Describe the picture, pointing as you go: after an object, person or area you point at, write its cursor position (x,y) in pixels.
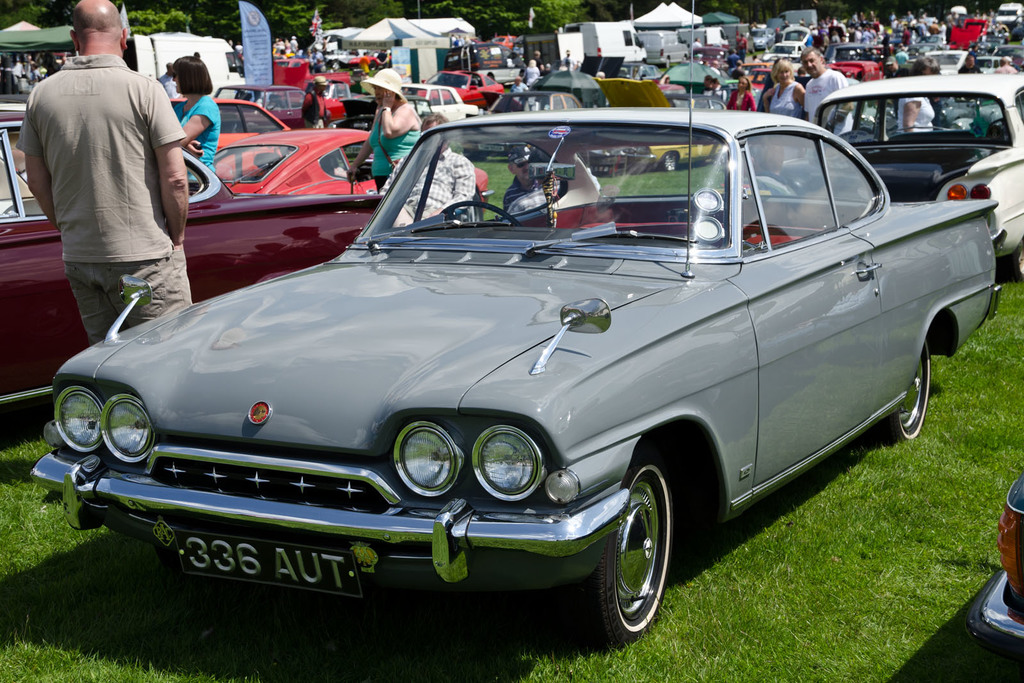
In this picture we can see a car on the ground (797,502), and a person (85,237) standing beside the car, and there are group of people (776,63) standing, and at back (186,7) there are trees (234,13) at back side.
